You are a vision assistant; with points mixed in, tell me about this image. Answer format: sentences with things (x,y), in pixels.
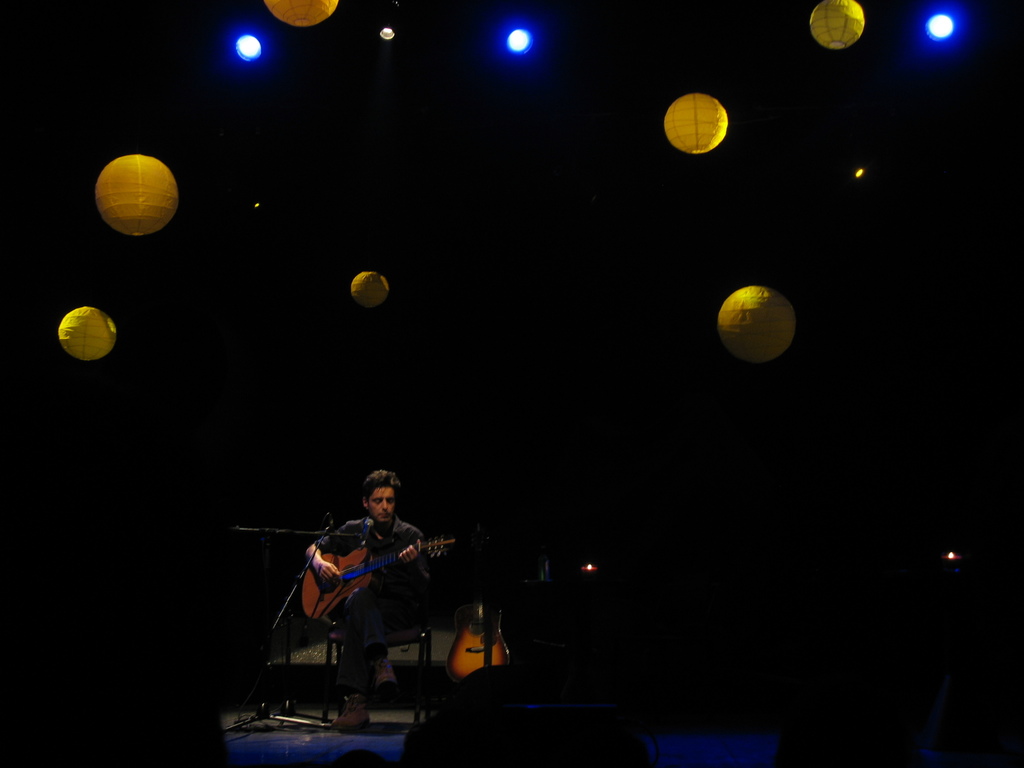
It is a picture clicked in the dark. In this a person (418,607) is sitting on a chair (414,631) and playing the guitar (366,567). In front of this person (377,506) there is a mike stand (316,552) is fixed. On the top of the image (251,61) I can see yellow color balloons (91,356) and lights (246,44). Beside this person (408,608) there is a guitar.
